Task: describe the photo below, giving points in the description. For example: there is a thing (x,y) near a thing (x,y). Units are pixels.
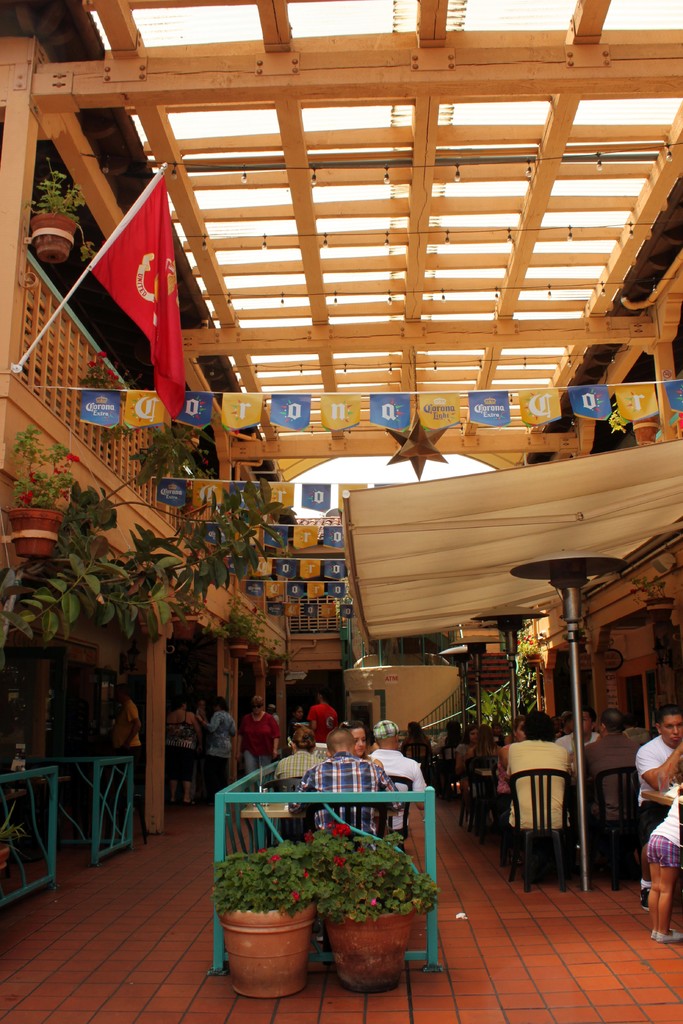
As we can see in the image there are pots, flag (145,269), pages (433,416), trees (155,589), plants (280,866), few people (669,759) sitting on chairs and there is a white color cloth (482,529) over here.
